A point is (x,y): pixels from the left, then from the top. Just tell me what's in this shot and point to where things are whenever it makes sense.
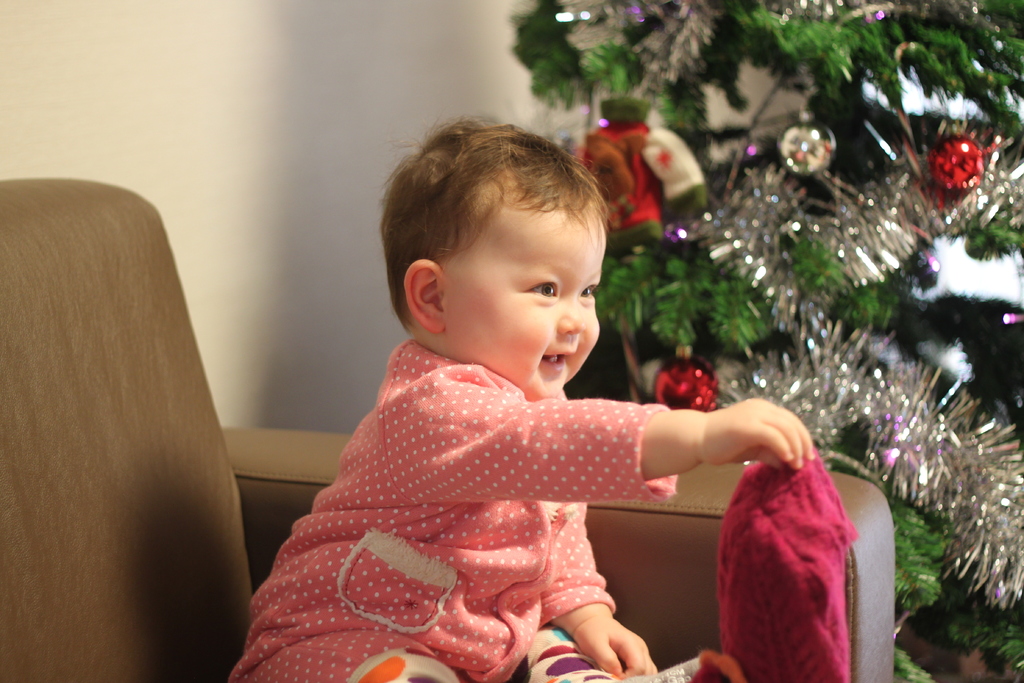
In this image I can see the person (463,506) is sitting on the brown color couch (144,426) and the person (442,476) is holding the pink color cloth (756,636). To the side of the person (420,492) I can see the Christmas tree (755,172). In the background (285,94) I can see the white wall (250,123).
